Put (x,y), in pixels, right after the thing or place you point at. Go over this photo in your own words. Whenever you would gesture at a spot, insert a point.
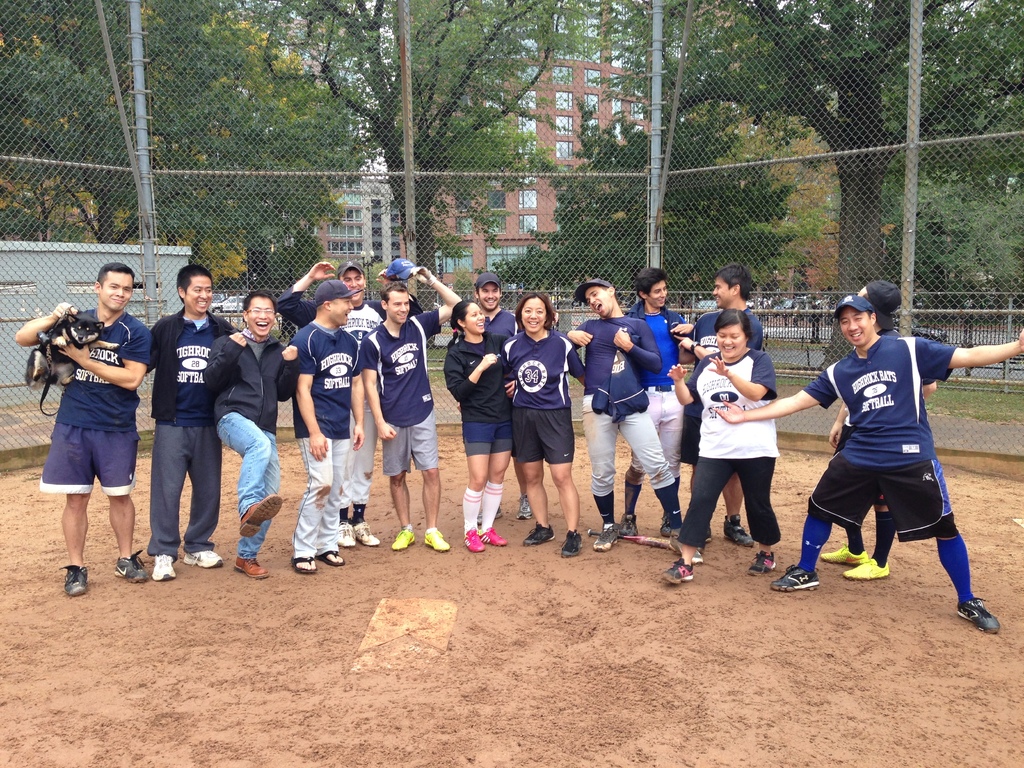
In this image, we can see a group of people (202,354) are standing on the ground (443,693). They are smiling. Here we can see a person (88,376) is holding a dog (41,365). Few are wearing caps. Background (106,229) we can see mesh (128,229), rods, pole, so many trees (1000,157), buildings (530,182), some shed (123,252) here.
